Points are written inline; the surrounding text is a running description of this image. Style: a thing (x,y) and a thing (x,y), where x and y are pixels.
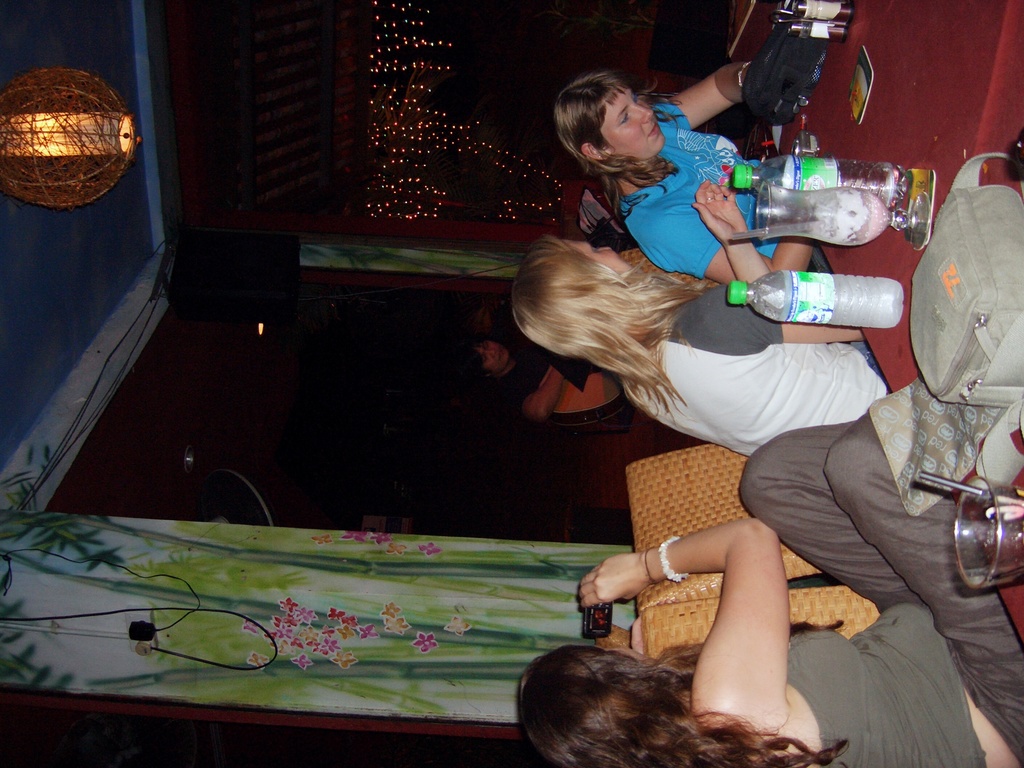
In this picture there are girls (646,725) those who are sitting on the right side of the image (698,745) and there are speakers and curtains (191,648) on the left side of the image (180,434).
